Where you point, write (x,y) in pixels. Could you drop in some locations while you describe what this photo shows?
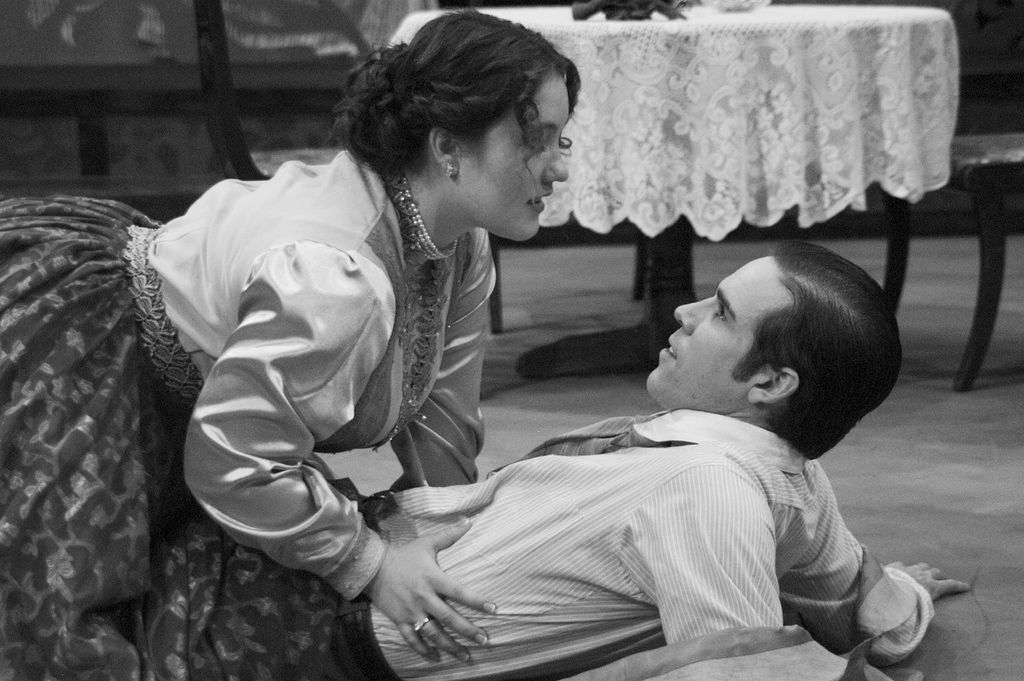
This is a black and white image as we can see there is one person (568,549) lying on the ground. There is one women (305,364) on the left side of this image (232,333). There is a dining table (602,139) at the top of this image (715,124).
